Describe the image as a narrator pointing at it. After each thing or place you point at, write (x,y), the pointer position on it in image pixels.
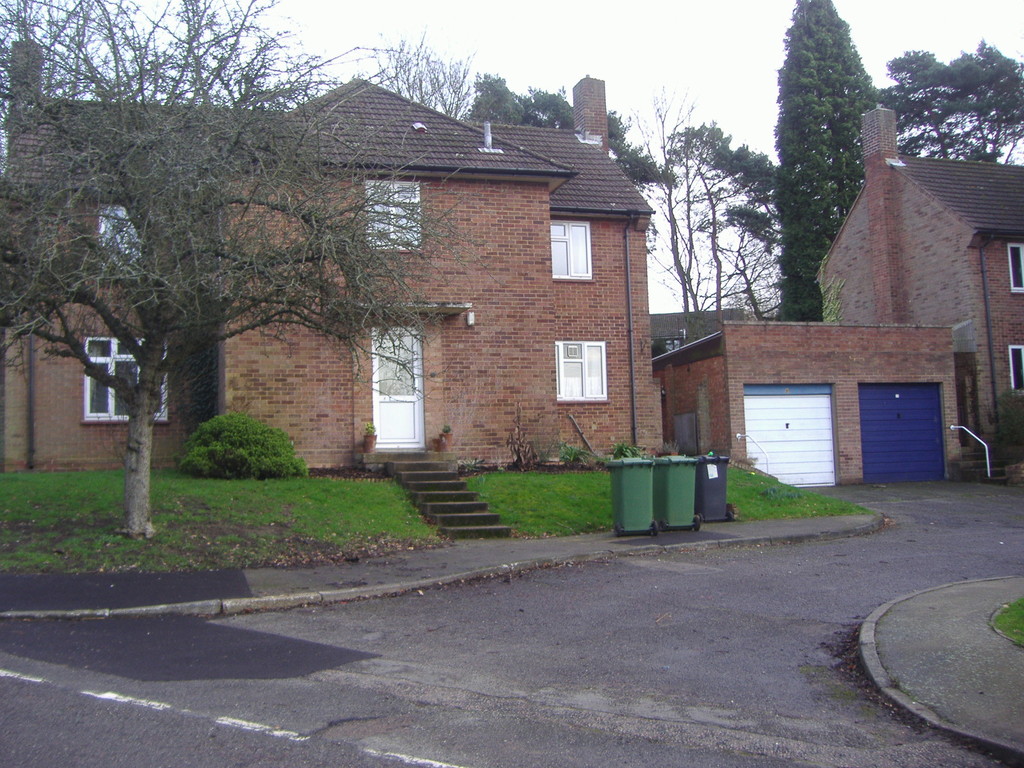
Houses (1006,226) with windows (1012,255). In-front of this house (564,341) there are bins (675,475), grass (296,496), tree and plants (250,451). Background (993,77) there are trees (568,122).
